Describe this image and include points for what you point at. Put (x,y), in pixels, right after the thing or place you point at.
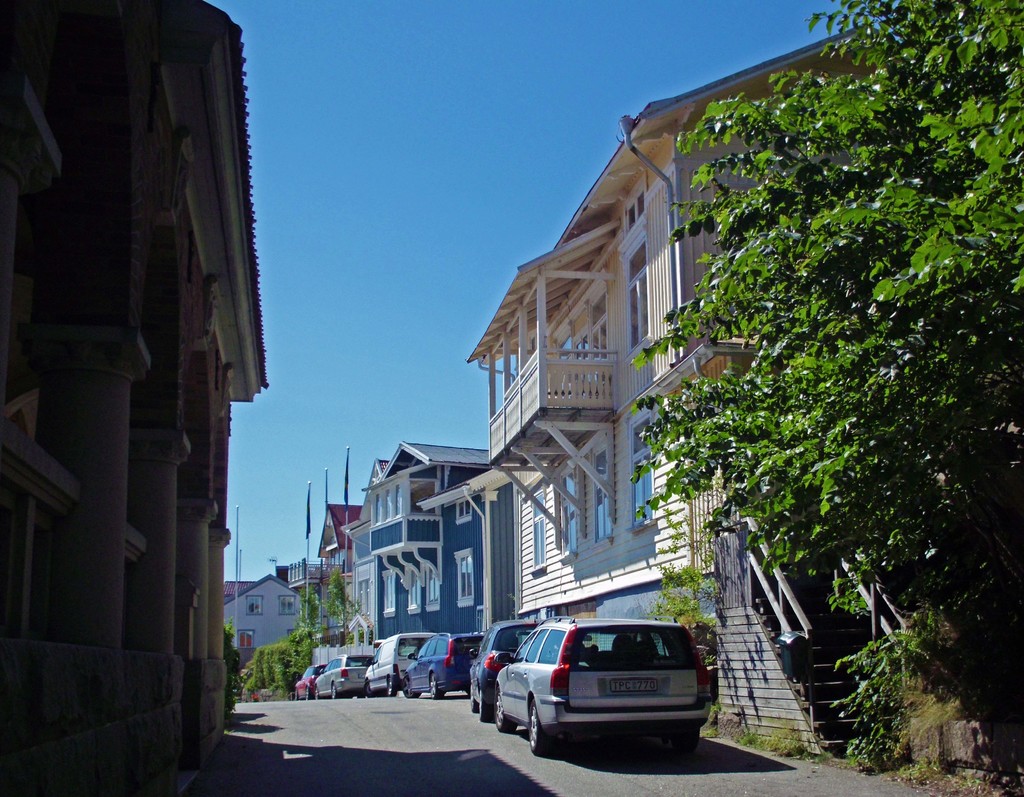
This is an outside view. At the bottom of the image (462,743) I can see few cars (344,674) on the road (429,771). On the right side (941,223), I can see the trees (920,242). In the background (381,510) there are some buildings (349,517) and the flags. On the top of the image (429,99) I can see the sky (500,150) in blue color.
